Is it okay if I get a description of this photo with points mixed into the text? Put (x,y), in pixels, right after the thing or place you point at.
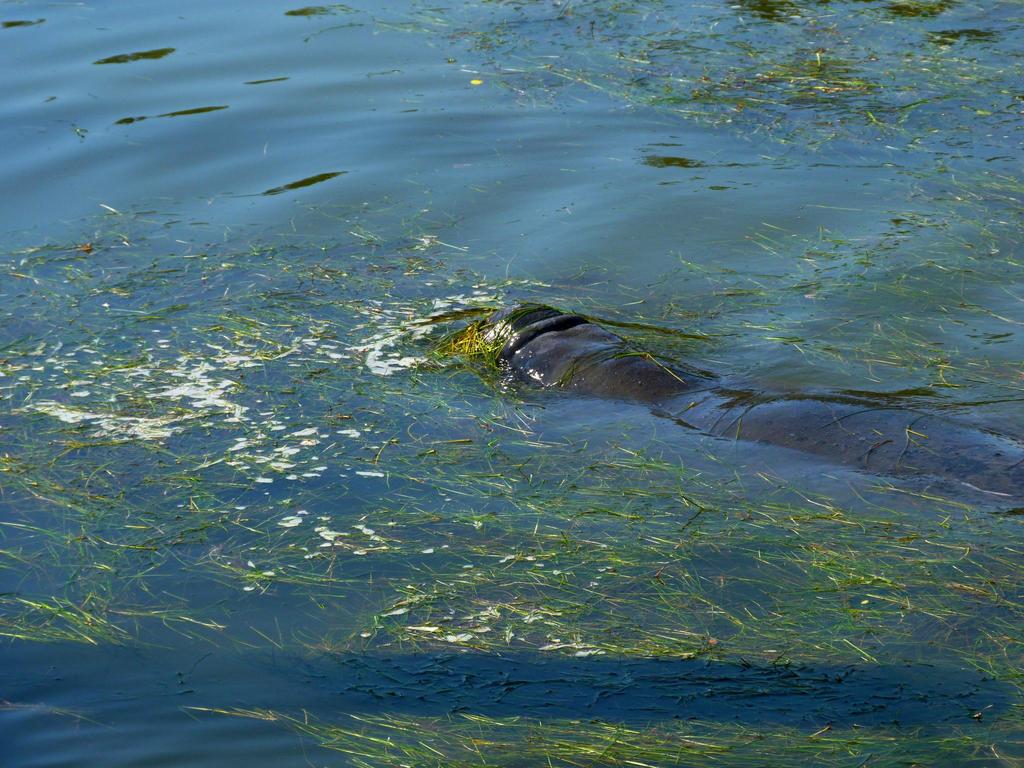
In this image we can see an animal (570,359) in the water (482,575) and some green leaves (297,450) floating on the water (456,599).
